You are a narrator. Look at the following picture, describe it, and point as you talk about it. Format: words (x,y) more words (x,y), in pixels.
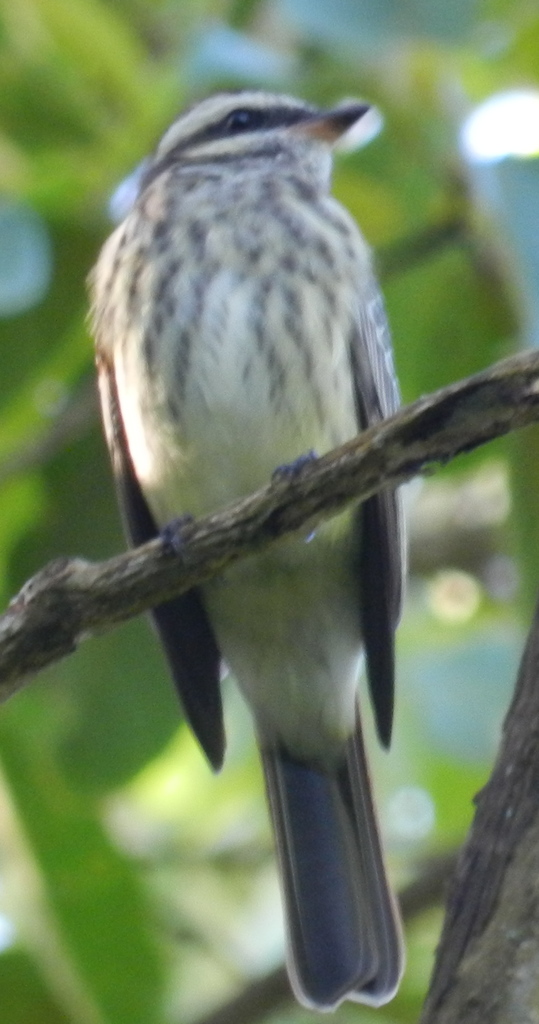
There is a bird (273,181) standing on the branch (93,604) of a tree (522,891). And the background (379,10) is blurred.
